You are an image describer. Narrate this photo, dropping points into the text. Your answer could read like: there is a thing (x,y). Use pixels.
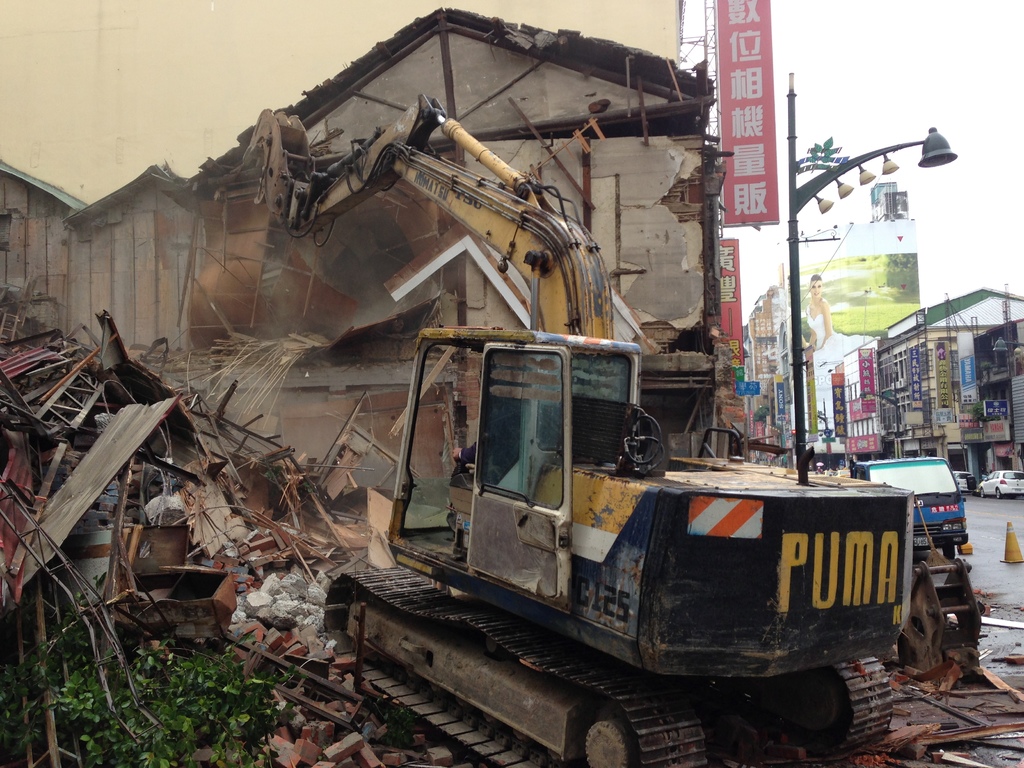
This picture is clicked outside. In the foreground (552,499) we can see a crane (484,399) and we can see the plants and bricks (396,758) and some objects (238,545) lying on the ground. In the background (869,69) there is a sky (843,217) and we can see the banners (813,325) on which we can see the pictures (883,241) and the text (763,164) and we can see the buildings (885,423), lights (948,152), poles (793,94), vehicles (1004,487) and many other objects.
